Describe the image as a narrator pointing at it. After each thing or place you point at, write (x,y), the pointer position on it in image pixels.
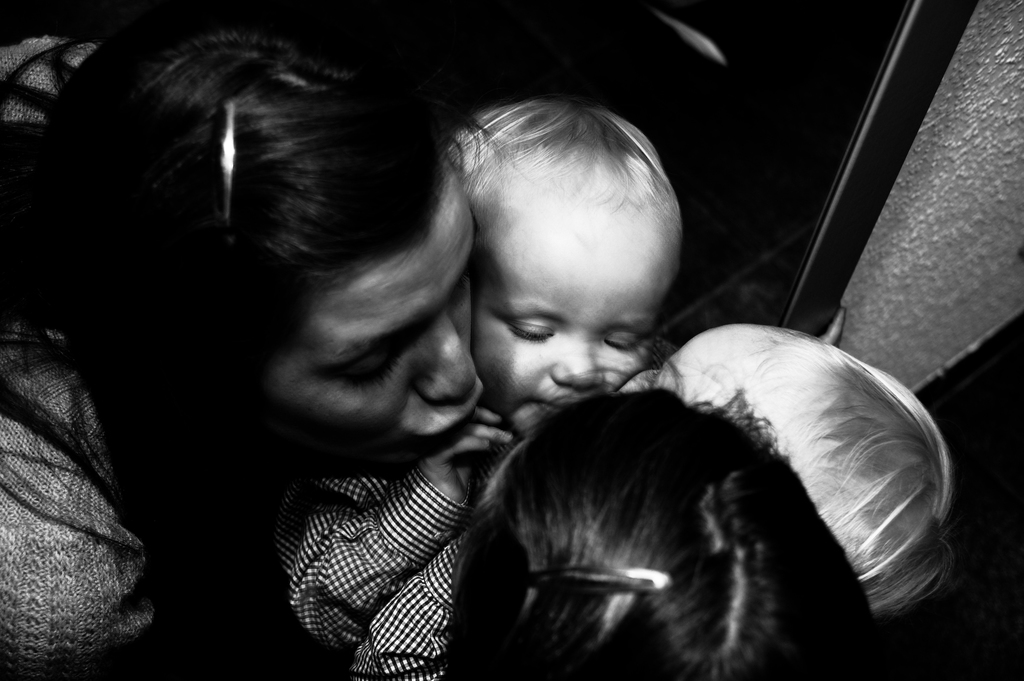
In the foreground of this picture (617,514) we can see a person (735,505) and a toddler (812,439). On the left (135,495) we can see a wall mounted mirror (752,90) in which we can see the reflection (125,426) of a person (243,275) and the reflection (630,279) of a toddler (628,208). In the background (972,216) we can see the wall (961,267).
